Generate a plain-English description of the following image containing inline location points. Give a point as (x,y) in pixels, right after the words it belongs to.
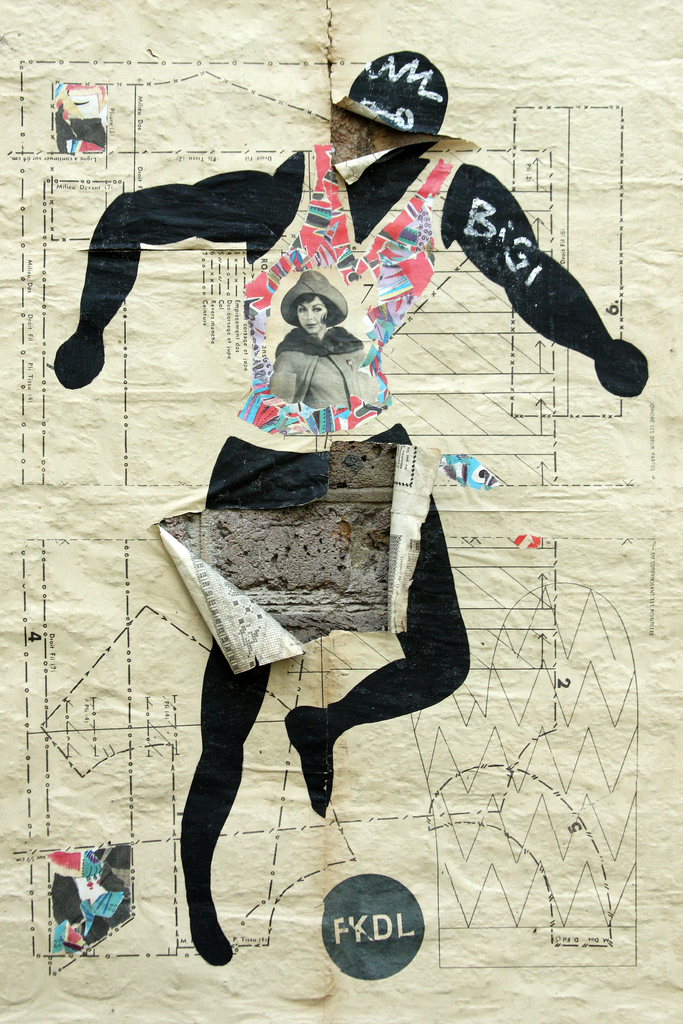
In this image I can see the person's image (405,174) on the paper (469,251) and the paper (278,923) is attached to the grey color wall (298,631).
